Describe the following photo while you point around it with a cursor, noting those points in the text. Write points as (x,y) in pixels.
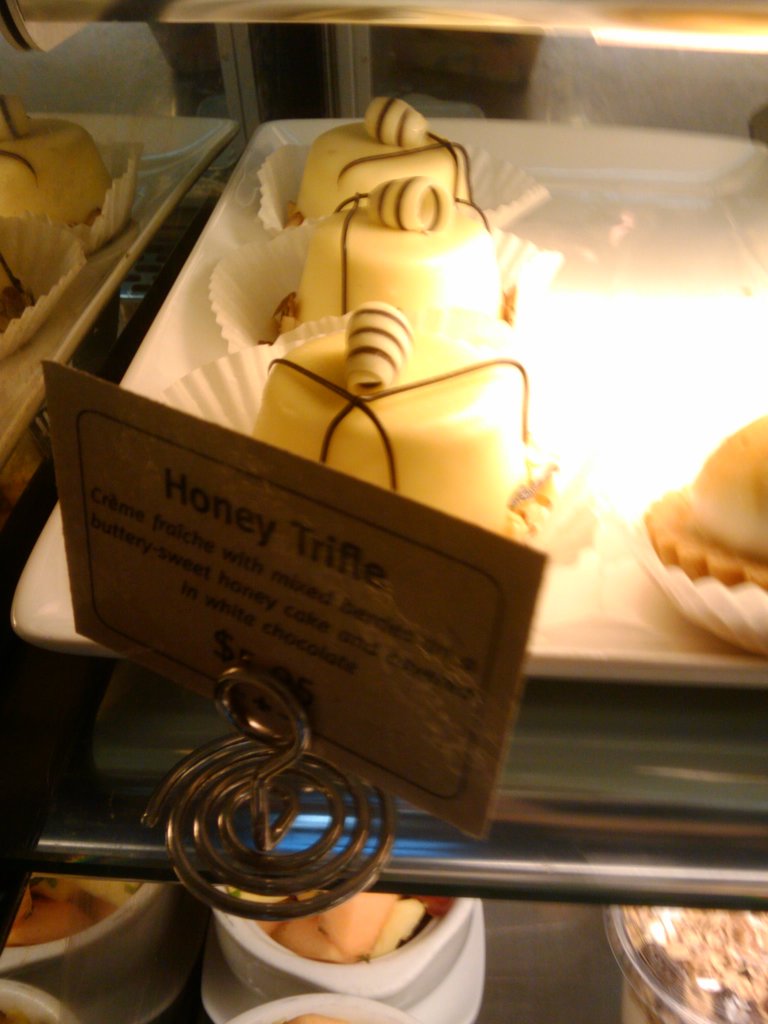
In this picture I can see few cakes (5,162) in the trays (572,636) from the glass (707,799) and I can see a board (315,670) with some text (338,601).
